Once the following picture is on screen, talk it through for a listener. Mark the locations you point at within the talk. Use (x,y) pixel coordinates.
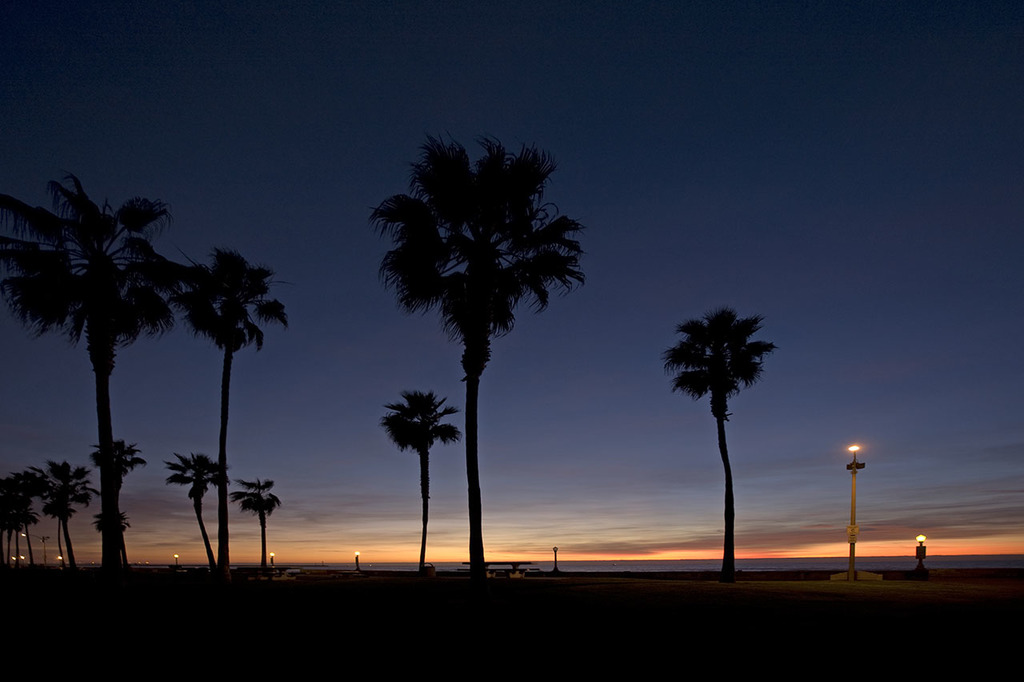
In this picture we can see trees (38,485), lights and poles (922,555). In the background of the image (661,210) we can see the sky (594,444).
